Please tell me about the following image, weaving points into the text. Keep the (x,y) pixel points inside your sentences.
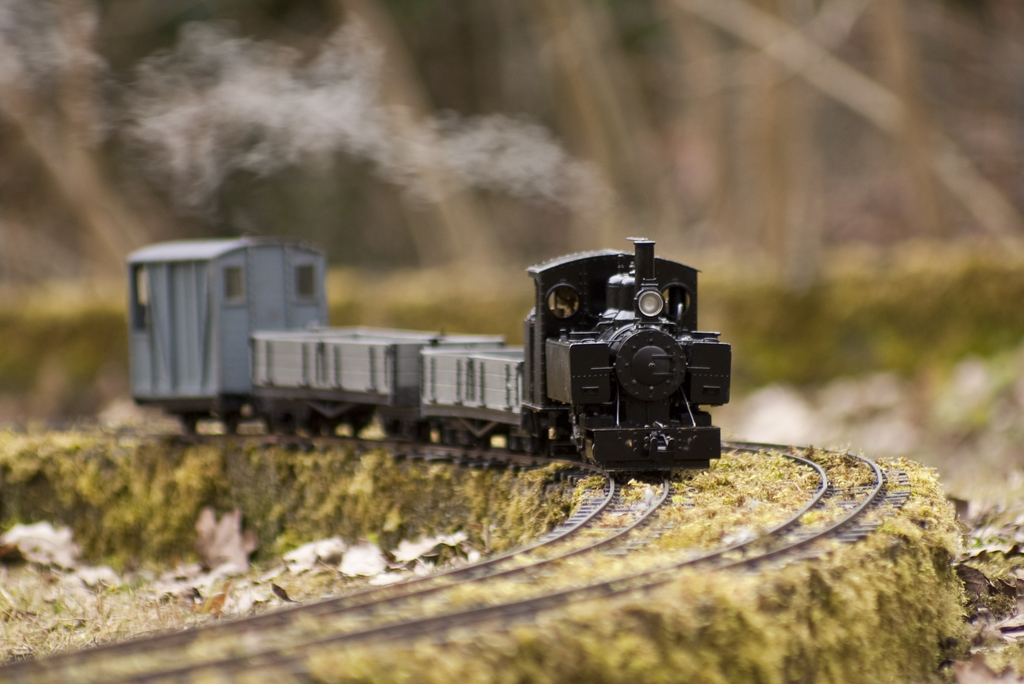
In this image we can see a toy train (341,380) on the track (511,613), there are dried leaves (397,576) on the ground (500,643), there is a smoke (282,156), the background (490,199) is blurry.
